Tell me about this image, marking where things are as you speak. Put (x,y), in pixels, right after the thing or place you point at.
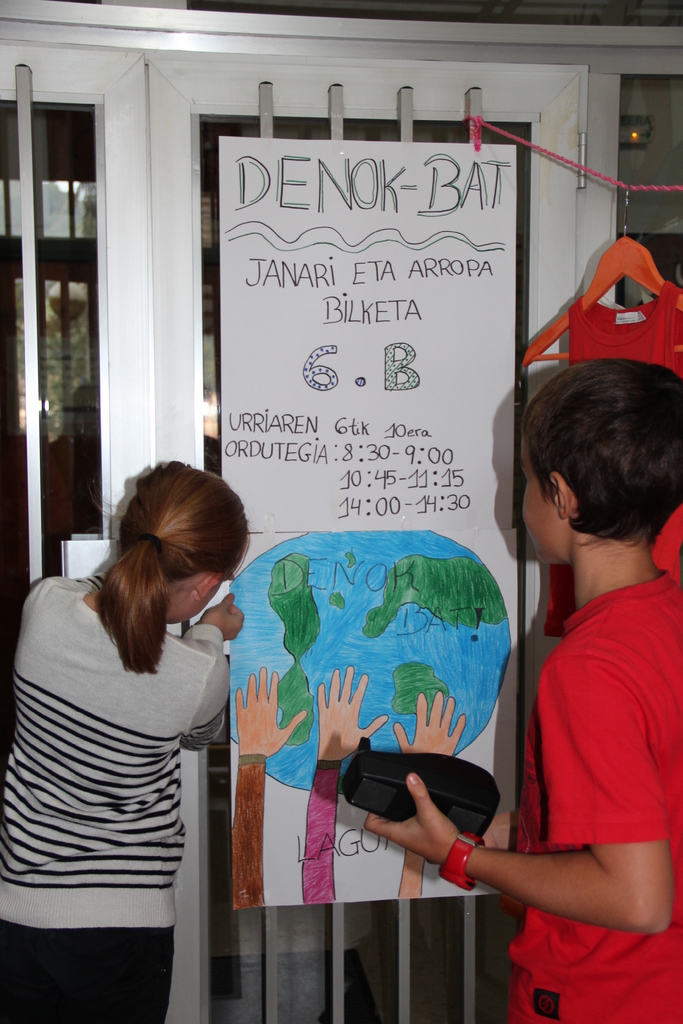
There is a girl (198,711) and a boy (573,865). Boy (573,865) is holding something in the hand (424,844) and wearing a watch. In the back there is a grille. On that there is a poster (315,287) with something written on that.
